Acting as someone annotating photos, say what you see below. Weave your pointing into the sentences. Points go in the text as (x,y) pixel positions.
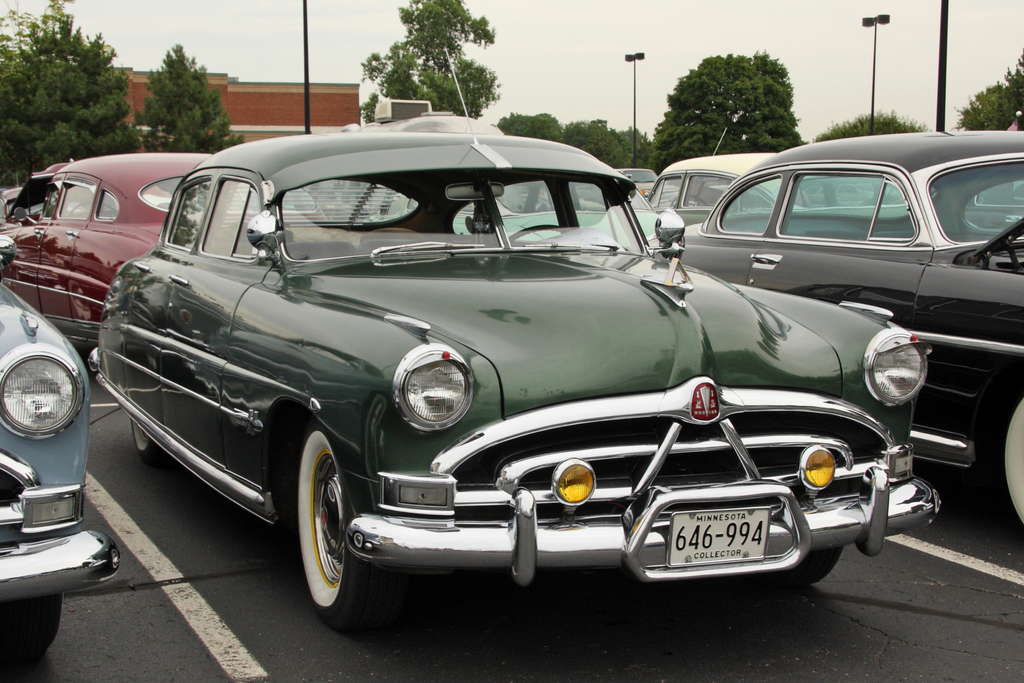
In this image I can see few cars (498,170) and the building wall (325,105) and poles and trees (701,84) and the sky (283,50) at the top (734,20).
